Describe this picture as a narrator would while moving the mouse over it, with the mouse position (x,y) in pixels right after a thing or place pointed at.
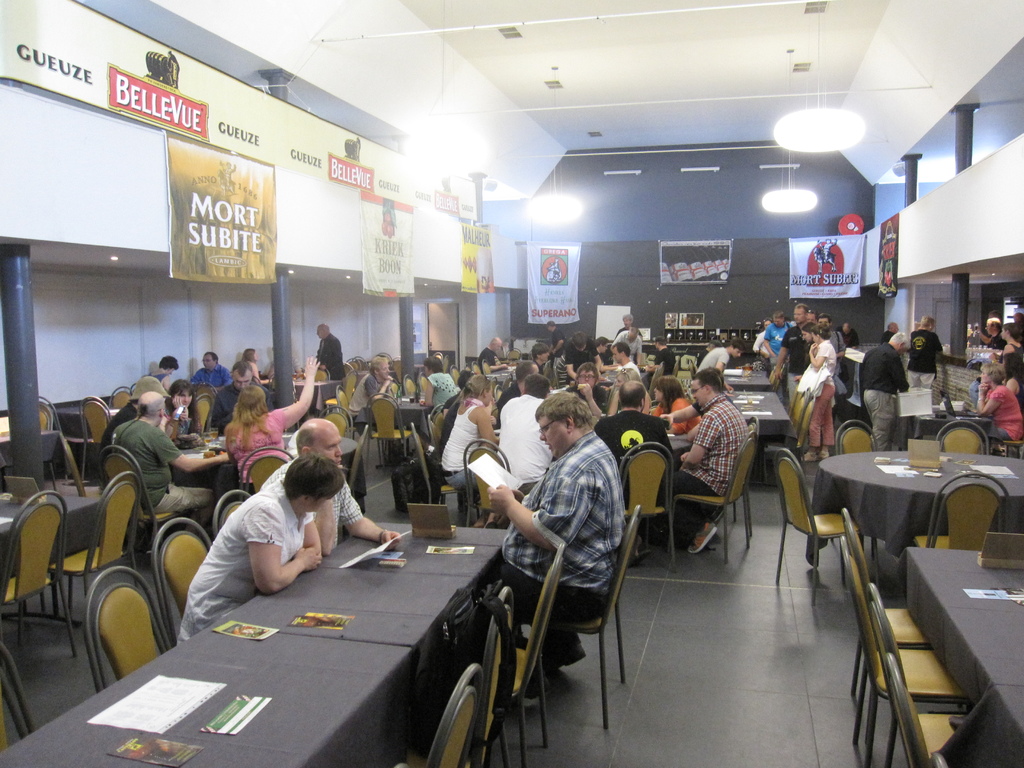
In this image I can see the group of people (564,536) sitting on the chairs (548,611). These people (296,556) are sitting in front of the table (343,673). On the table (385,637) there are papers (139,720) and a person (519,496) holding it. There are banners (195,168) attached to the wall (598,198). In the top (847,122) there are lights (839,150).
